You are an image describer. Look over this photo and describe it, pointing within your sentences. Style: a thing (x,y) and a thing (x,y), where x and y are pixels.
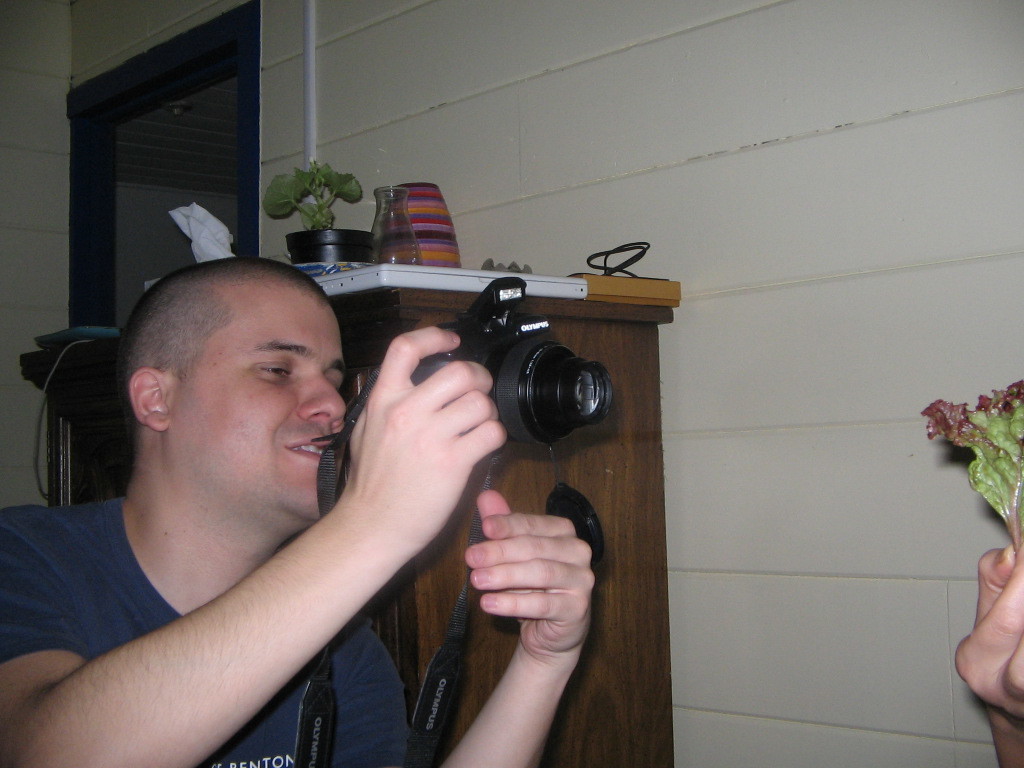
In this picture we can see a man (172,486) and he is holding a camera (587,363) in his hand (469,386) besides to him we can find a flask (400,254), a bowl (426,225), a plant (307,220) and a tray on the table (547,306) and also we can find a wall (823,260).
